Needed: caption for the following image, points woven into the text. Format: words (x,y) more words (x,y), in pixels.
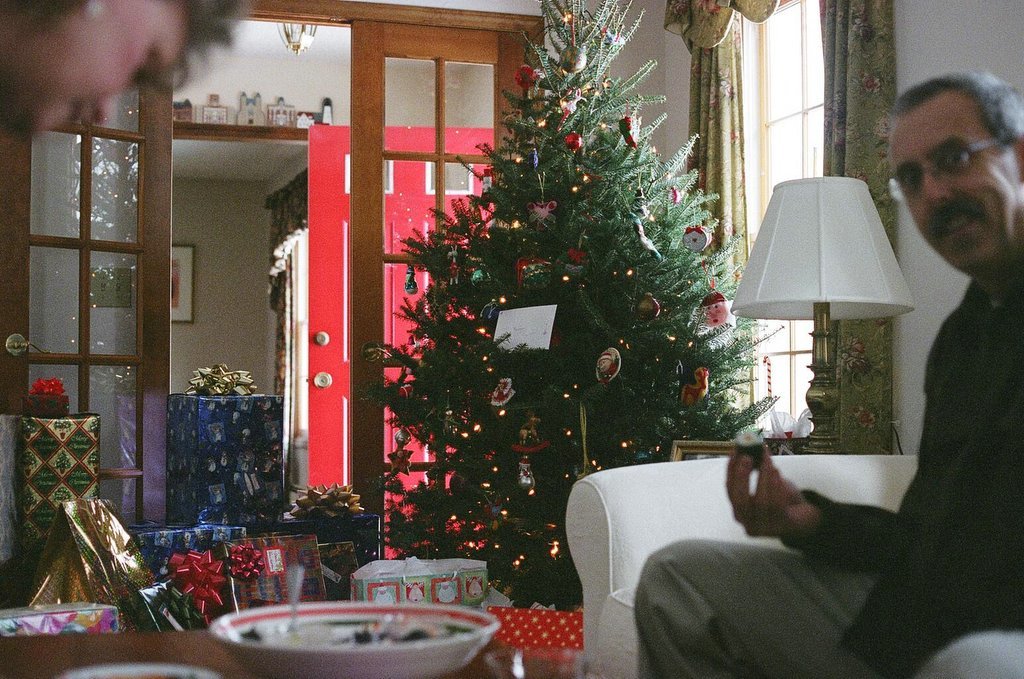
In this image, we can see a person (773,555) sitting on the sofa (702,513) and wearing glasses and holding an object (745,450). In the background (816,350), there is a lamp (741,310) and we can see a christmas tree (491,375) and some gifts (331,496) and there is a bowl (311,632) with food (302,642) and a spoon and some other objects (135,672) are placed on the table (151,651) and we can see a lady (94,71) and there is a door (312,249), a window (768,126), curtain (829,132), a paper (523,312) and some other objects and a frame (194,294) on the wall (212,323).
